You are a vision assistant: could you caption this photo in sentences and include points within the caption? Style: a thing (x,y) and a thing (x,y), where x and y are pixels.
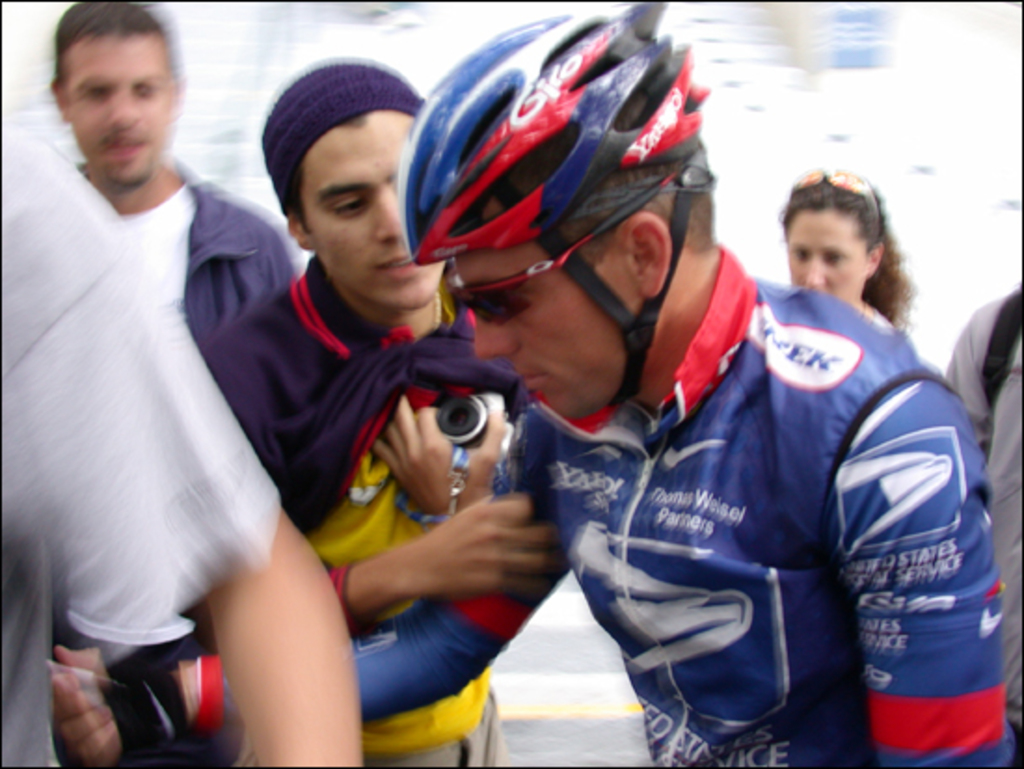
In this picture I can see a person (566,278) with a helmet (527,205) and spectacles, there are group of people (989,328) standing, and there is blur background (1020,105).
